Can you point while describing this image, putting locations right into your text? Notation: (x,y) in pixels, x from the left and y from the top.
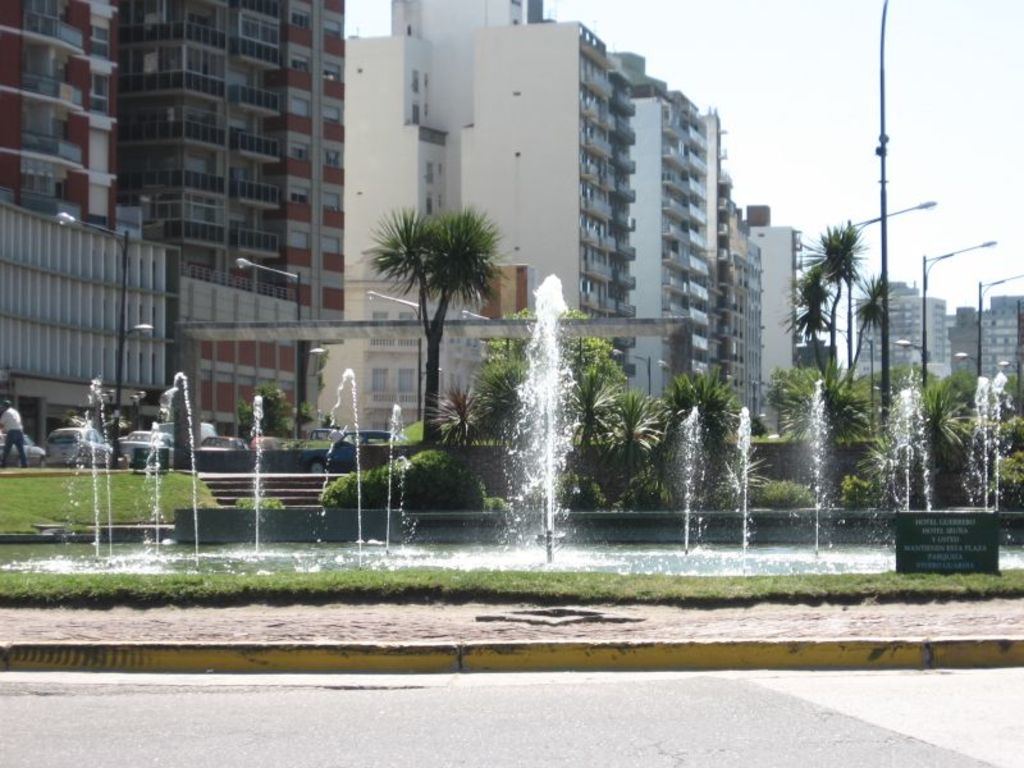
In this image we can see a fountain (294,525), behind the fountain (743,482) trees (633,402) and buildings (542,199) are present. Right side of the image (978,333) streetlights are there.
